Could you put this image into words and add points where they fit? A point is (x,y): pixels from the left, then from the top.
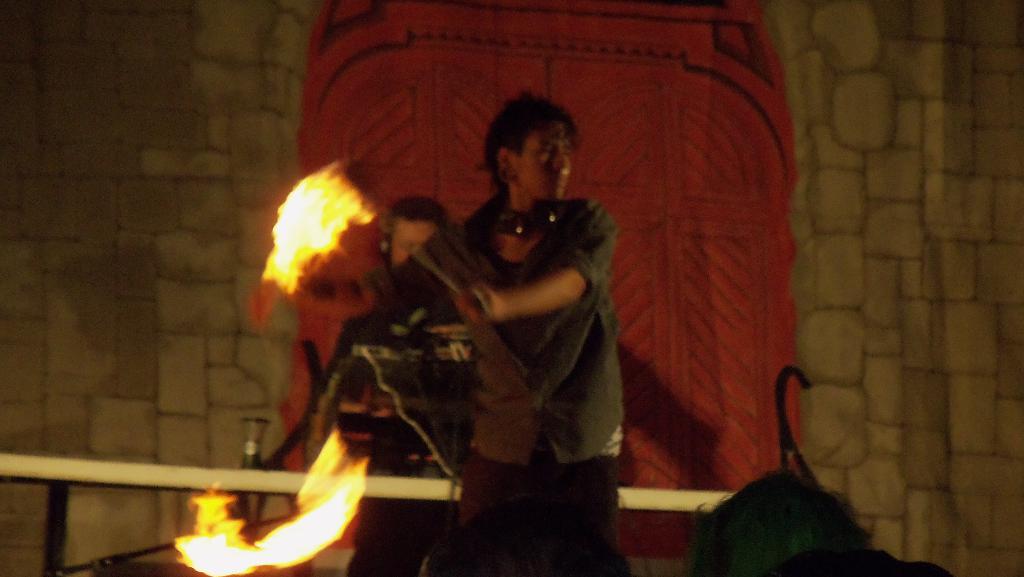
In this picture there is a man (609,278) who is wearing shirt (609,278) and trouser (581,473). He is holding a firework (372,214), behind him i can see another man (419,322) who is wearing black dress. In the background (739,134) there is a building (843,236).
